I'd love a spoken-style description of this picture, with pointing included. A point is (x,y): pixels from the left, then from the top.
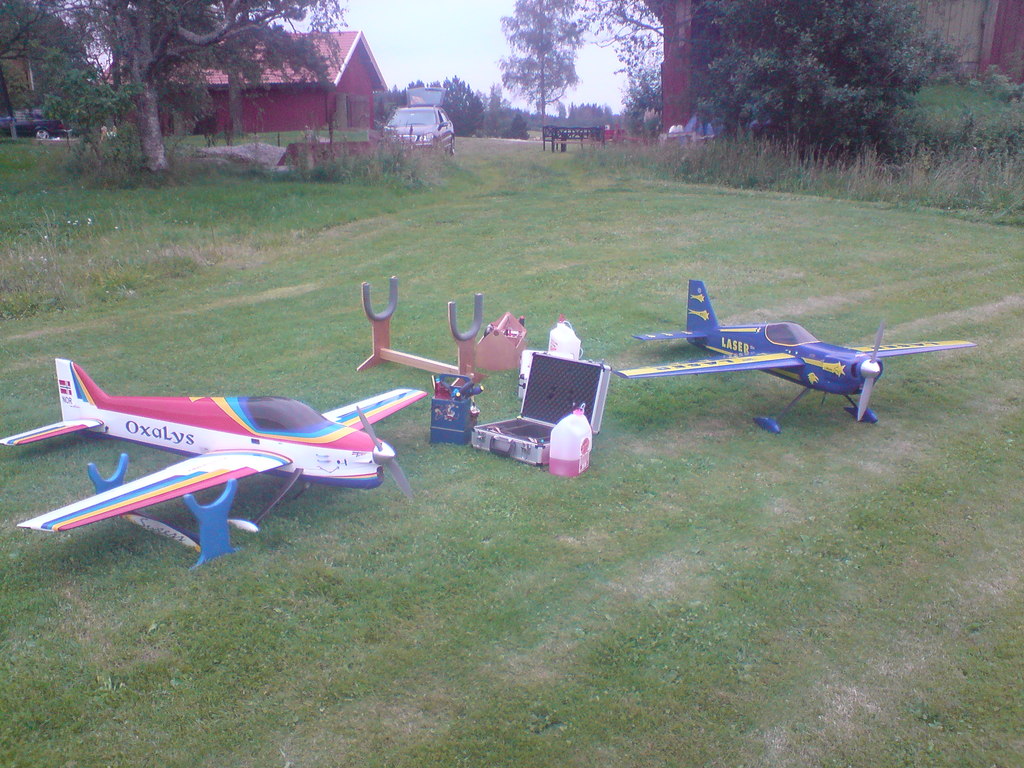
This is a garden (168,372). Here I can see two toy aeroplanes (189,459) and some objects (483,429) are placed on the ground (523,553). In the background (300,97), I can see a house (297,89), some trees (176,87) and a car (421,124) on the ground (458,152) and also there is a bench (569,131). On the top of the image (436,37) I can see the sky (420,46).
